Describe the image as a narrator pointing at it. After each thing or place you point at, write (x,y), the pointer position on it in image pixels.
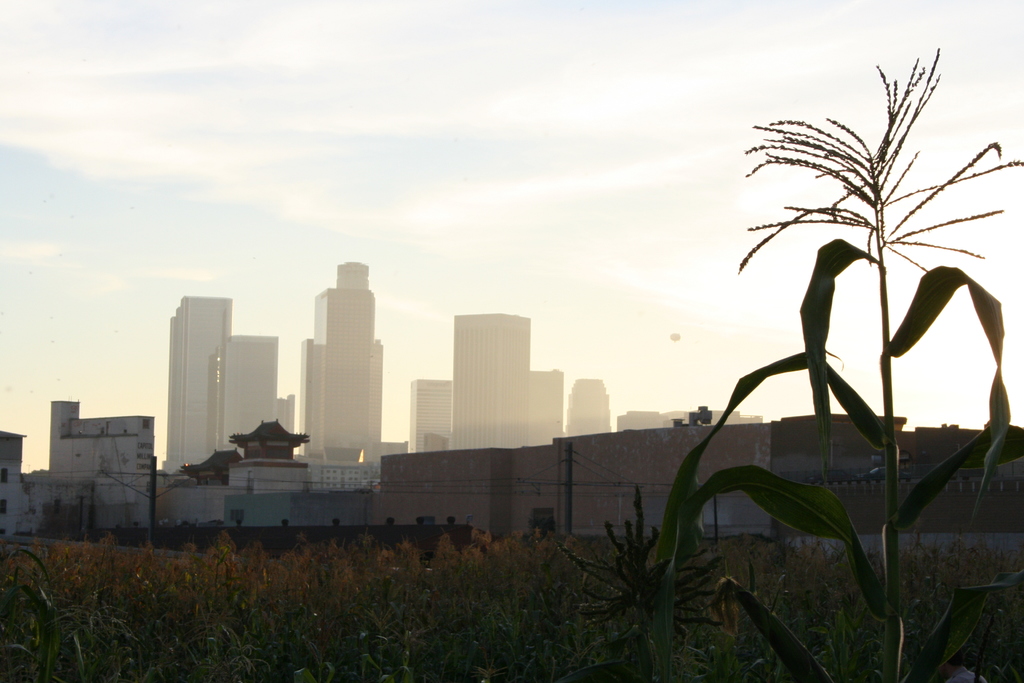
At the bottom of the image (260,567) there are some plants (296,636). In the middle of the image (348,300) there are some buildings (361,300). At the top of the image (991,49) there are some clouds (59,77) in the sky (78,65).
